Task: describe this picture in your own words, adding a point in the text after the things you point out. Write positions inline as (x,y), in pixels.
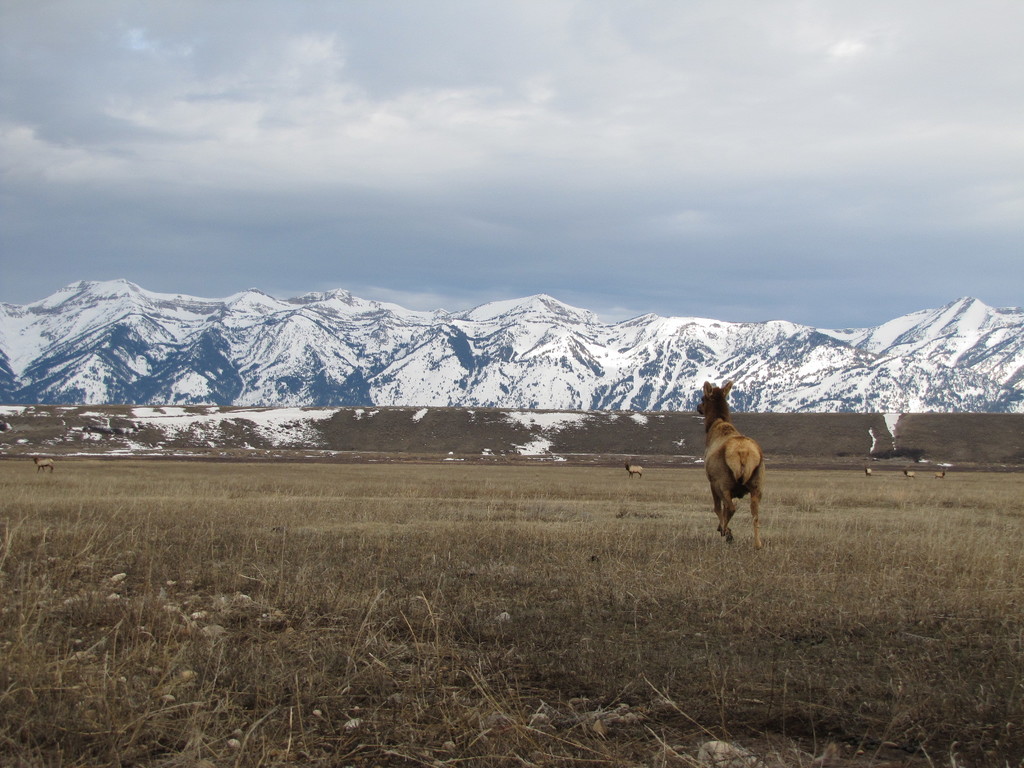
In this picture we can see few animals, and we can find few hills (160,398) and grass (573,517).
